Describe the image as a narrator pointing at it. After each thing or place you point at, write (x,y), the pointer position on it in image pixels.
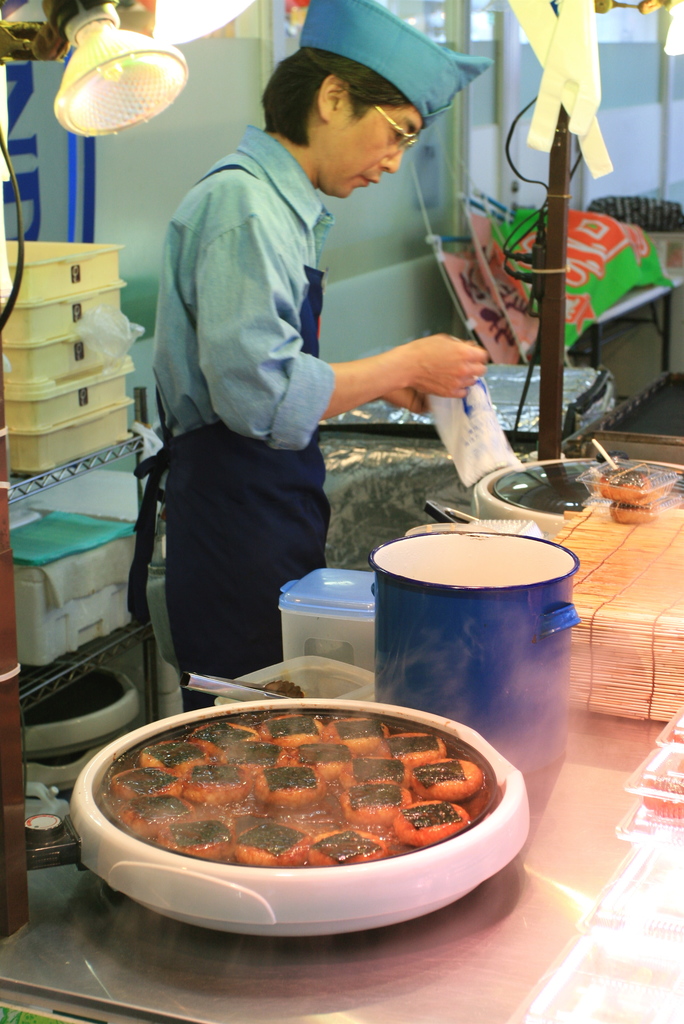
In this image I can see a person (383,379) holding something. I can see few pans (539,717) and few objects (646,673) on the table (596,726). Back I can see a wall (192,131) and few objects (68,571) on the racks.
